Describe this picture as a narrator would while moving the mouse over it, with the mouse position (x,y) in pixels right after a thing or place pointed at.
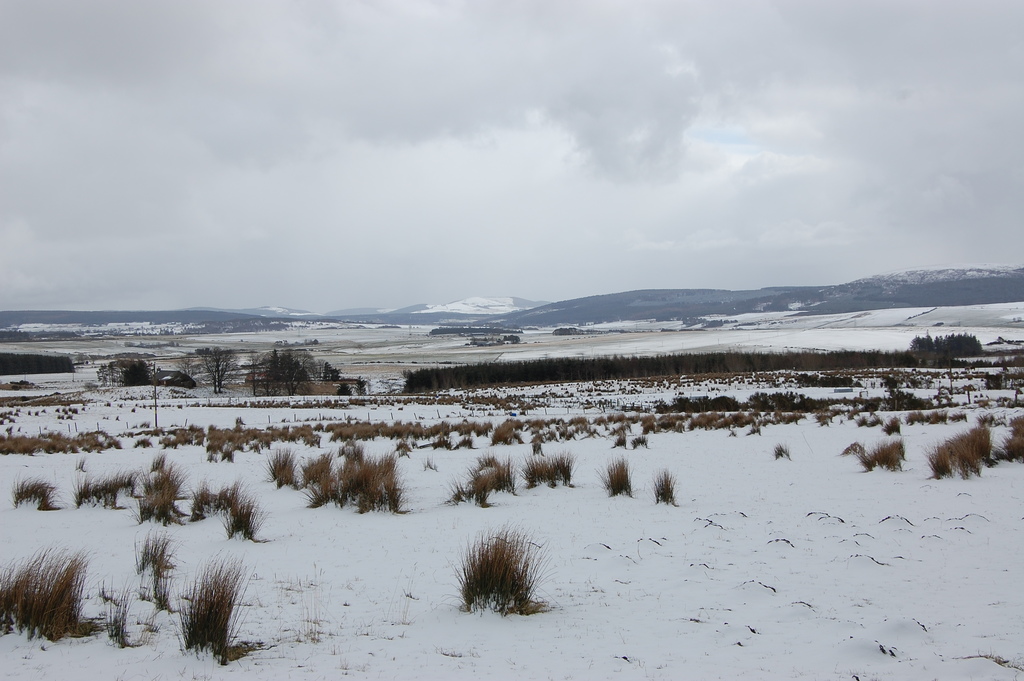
In this image there is a land (265,546) with grass (33,617) which is also partially covered with snow (99,329), at the back (73,313) there are some mountains (425,312) and clouds (93,182) in the sky (54,194).
